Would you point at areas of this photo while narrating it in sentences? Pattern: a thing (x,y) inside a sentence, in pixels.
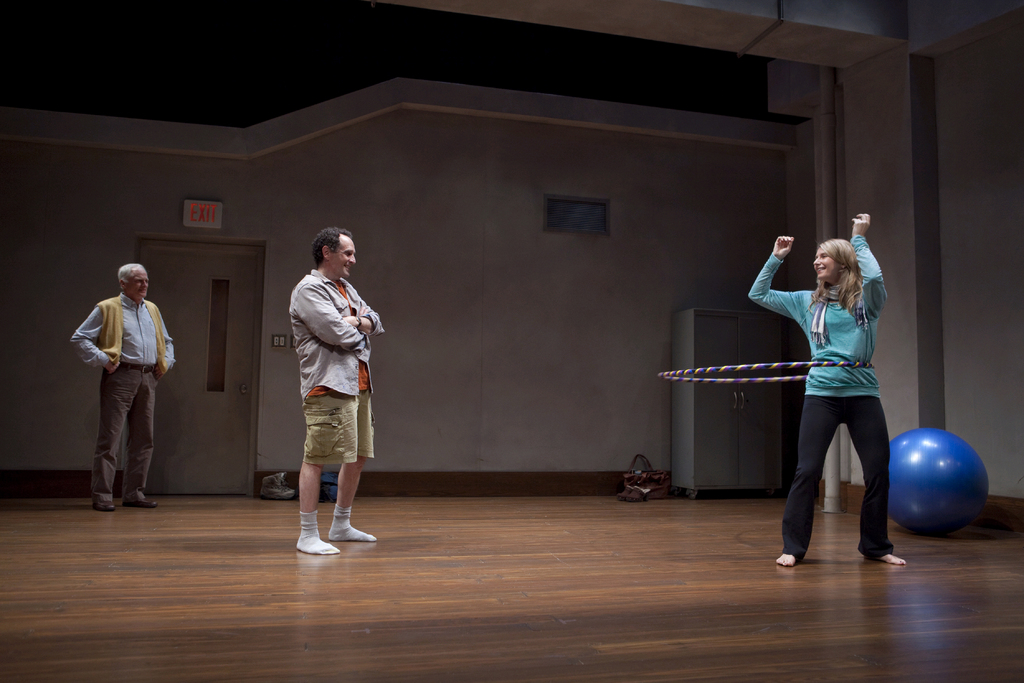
In this image we can see the people (341,444) standing on the floor (587,569) and we can see a bag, exercise ball (939,477) and a few objects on the floor (630,563). There is a person (884,462) with a hula hoop ring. In the background (280,357), we can see the wall (267,346) with exit board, switch board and door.
